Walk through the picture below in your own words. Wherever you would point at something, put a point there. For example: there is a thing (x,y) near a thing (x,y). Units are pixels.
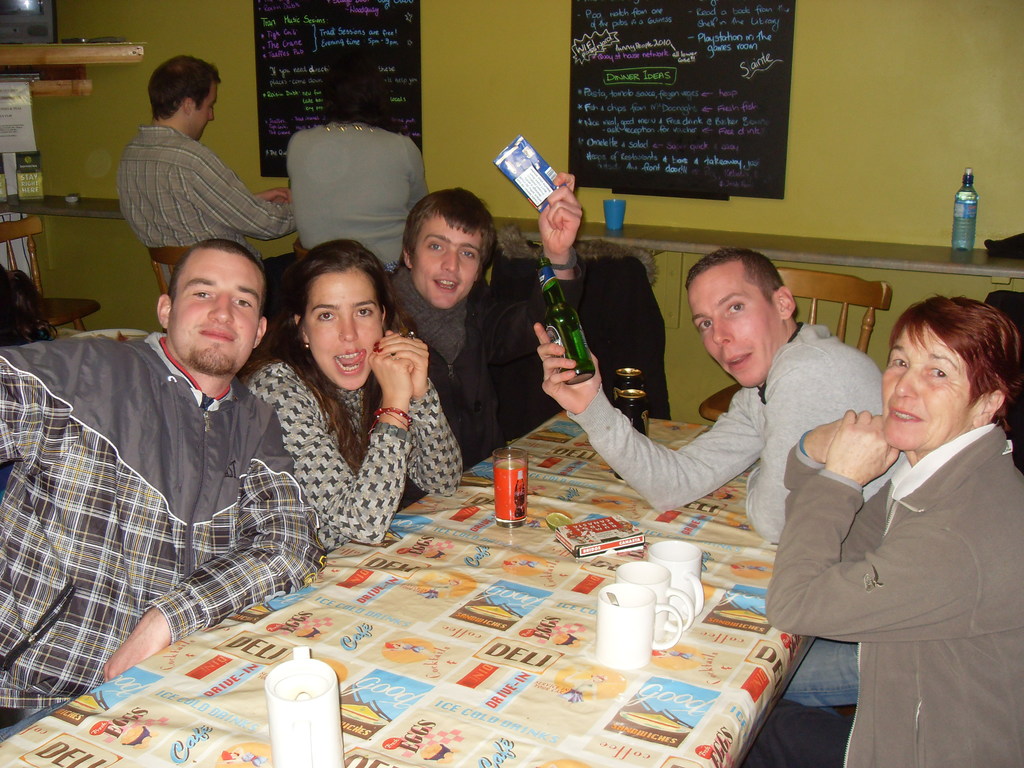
In this image, we can see people (195,301) sitting on the chairs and some are holding objects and we can see tins (634,435), a glass (511,499) with drink (511,487), cups (673,583), a jar (308,674) and some other objects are on the tables (493,691) and we can see posters (629,98) with some text (298,47) are placed on the wall (853,121) and there are some boards (65,71).
